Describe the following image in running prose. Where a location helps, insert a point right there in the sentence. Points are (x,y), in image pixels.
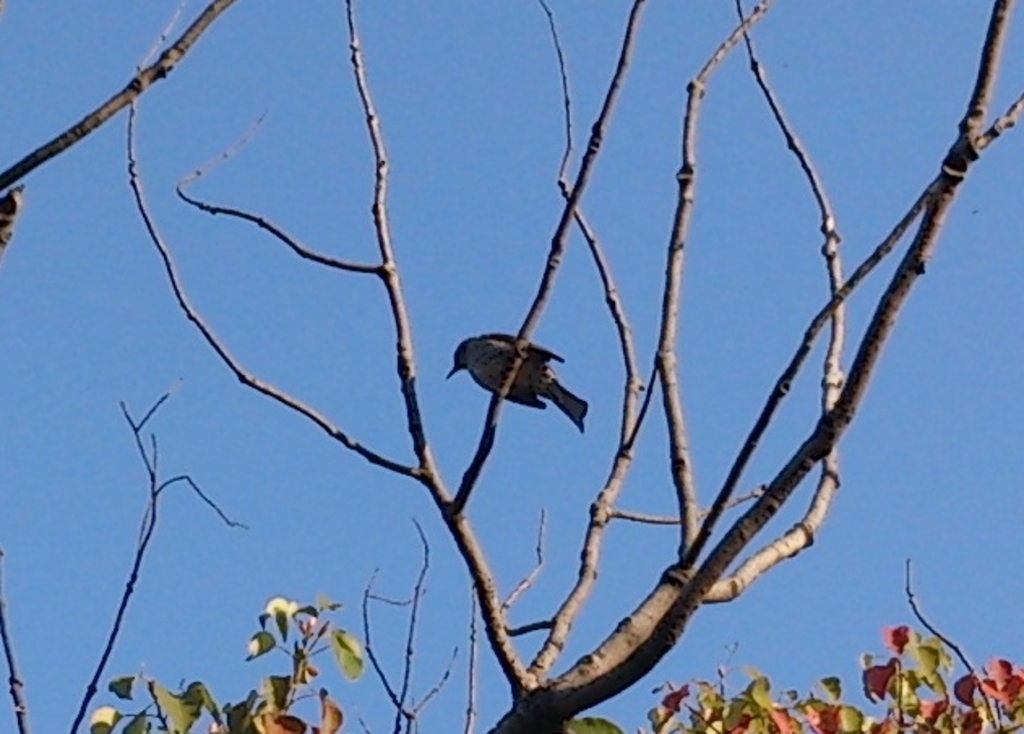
In this picture we can see a bird (473,366) on a tree branch (523,345), leaves (907,673) and in the background (313,193) we can see the sky (574,140).
